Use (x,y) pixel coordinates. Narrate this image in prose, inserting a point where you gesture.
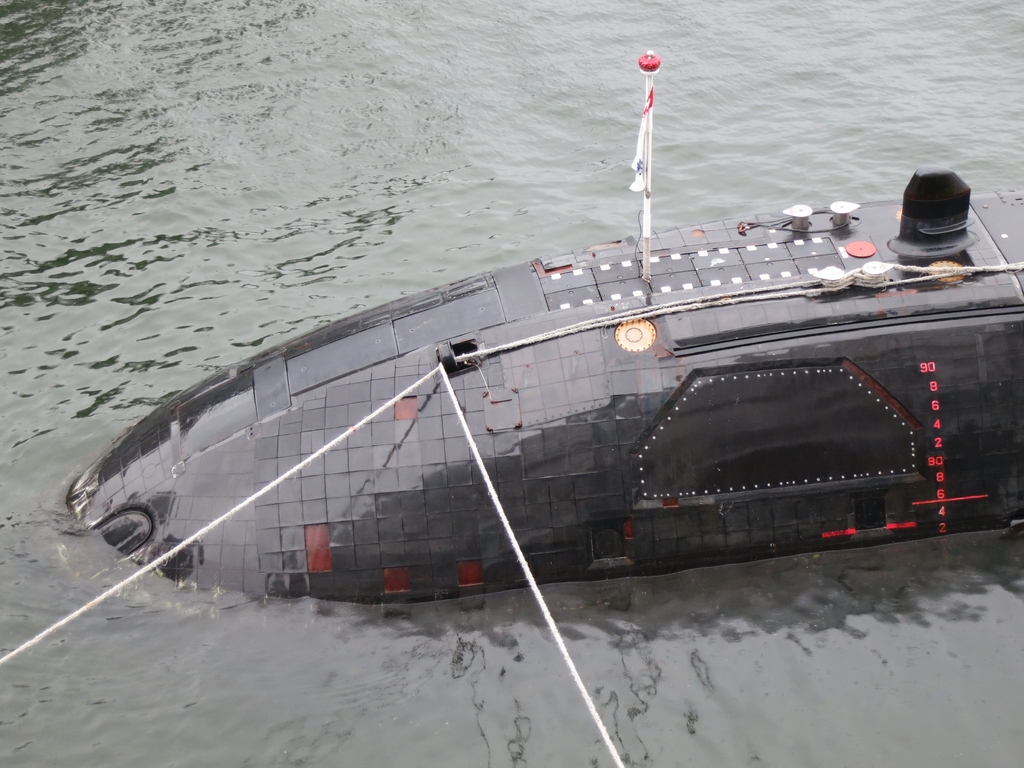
In this image we can see a submarine (538,410). A submarine (501,385) is floating in the ocean (613,169). There is a flag (640,173) in the image.
